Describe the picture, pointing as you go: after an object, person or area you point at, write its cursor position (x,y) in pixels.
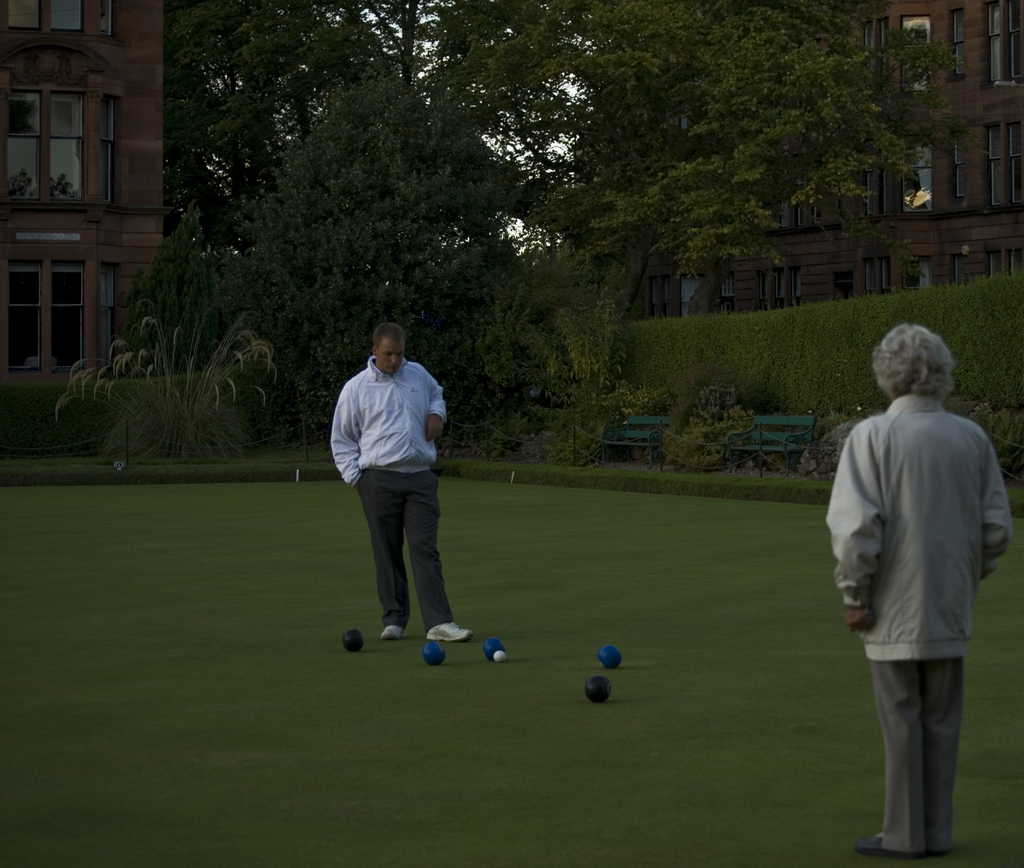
There are two persons (347,461) and some objects (612,666) are present on a grassy land (370,602) as we can see at the bottom of this image (394,652). We can see trees (661,162) and buildings (135,231) in the background (273,320).
